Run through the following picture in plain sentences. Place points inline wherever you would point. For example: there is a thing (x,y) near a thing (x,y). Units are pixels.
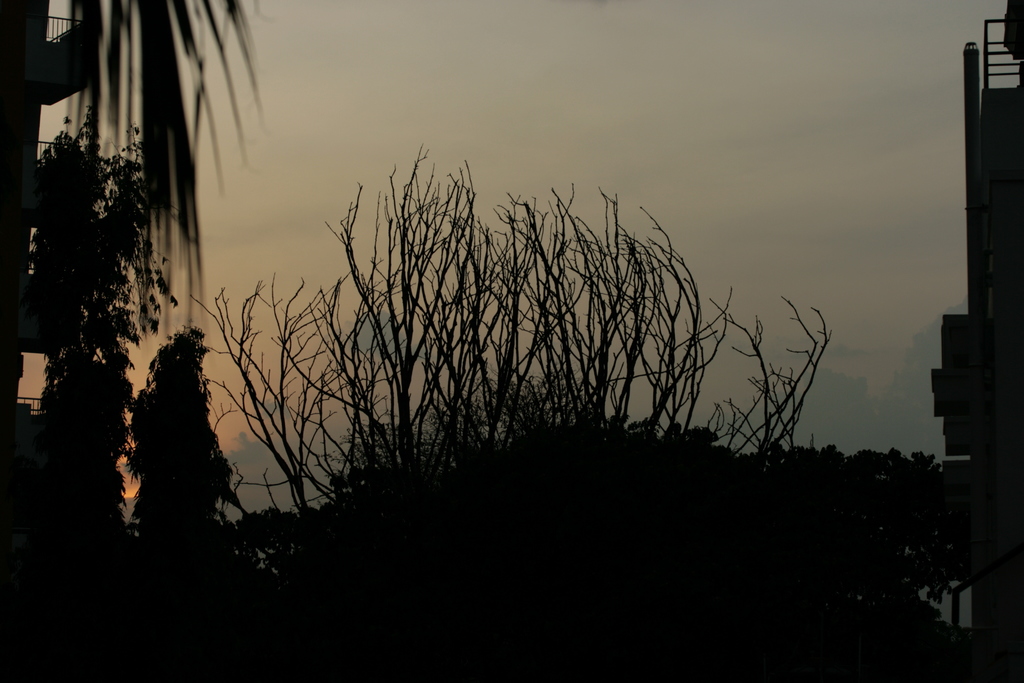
In this image we can see trees (354,464), buildings (12,285), pipes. At the top of the image (533,78) there is sky (382,93).
